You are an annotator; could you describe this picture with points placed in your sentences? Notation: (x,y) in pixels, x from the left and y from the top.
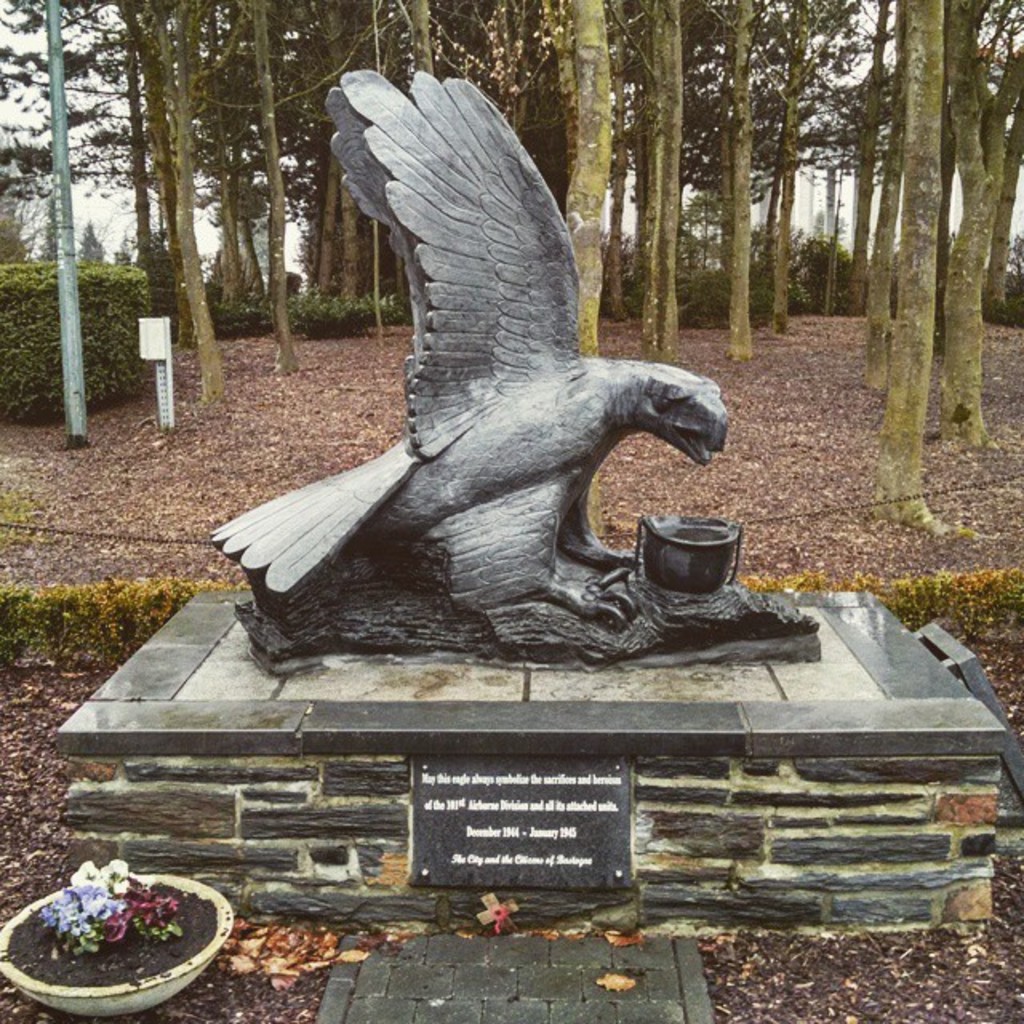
In this image I can see a memorial (558,512) in the center of the image (571,553) with a plate (550,833) with some text (551,807) and there is a potted plant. I can see trees (277,141), plants (47,335) and an electric pole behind the memorial (544,509).
